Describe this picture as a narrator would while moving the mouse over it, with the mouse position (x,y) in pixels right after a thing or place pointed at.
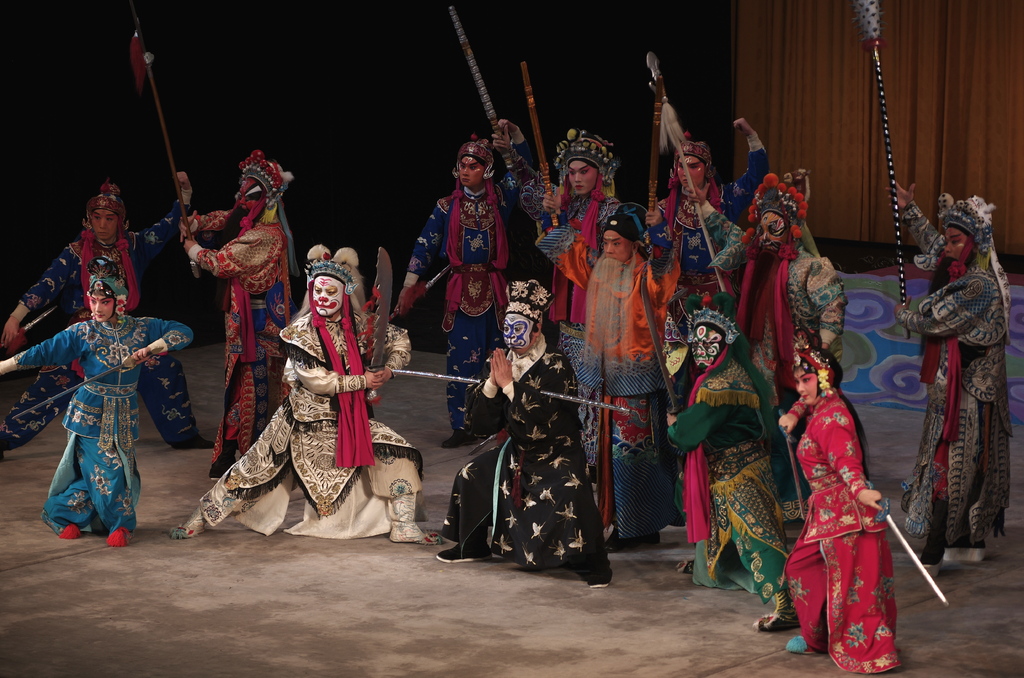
In the image we can see there are people (579,248) wearing different costumes (520,312) and shoes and it looks like they are dancing, some of them are holding objects (875,53) in their hands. Here we can see a floor (415,630), curtains (750,29) and the background (197,42) is dark.
